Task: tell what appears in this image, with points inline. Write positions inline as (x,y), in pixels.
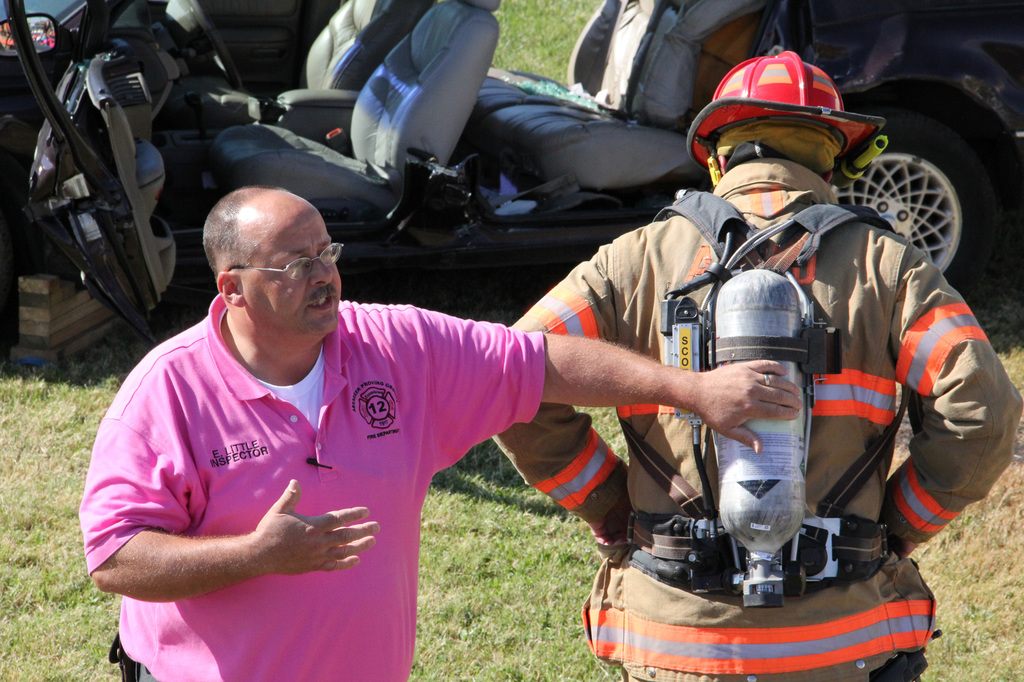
In the center of the image (535,401) we can see two persons (535,401) are standing. And the right side person (646,422) is wearing a helmet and some object (678,552). In the background (971,93) we can see one vehicle (578,88), grass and a few other objects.
